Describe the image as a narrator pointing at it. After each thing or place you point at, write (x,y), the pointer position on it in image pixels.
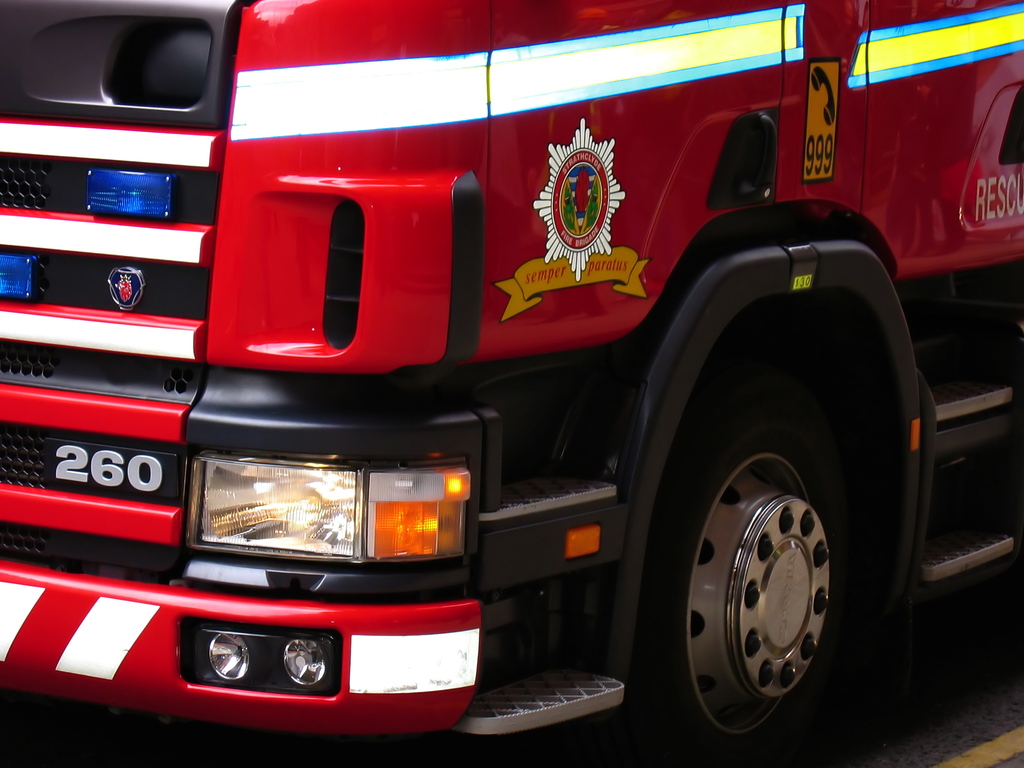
In this image there is a vehicle (530,357), there is text (978,202) on the vehicle (624,212), there is number (117,470) on the vehicle (453,469), there are lights (331,553), there is road (957,744) towards the bottom of the image (944,717).
